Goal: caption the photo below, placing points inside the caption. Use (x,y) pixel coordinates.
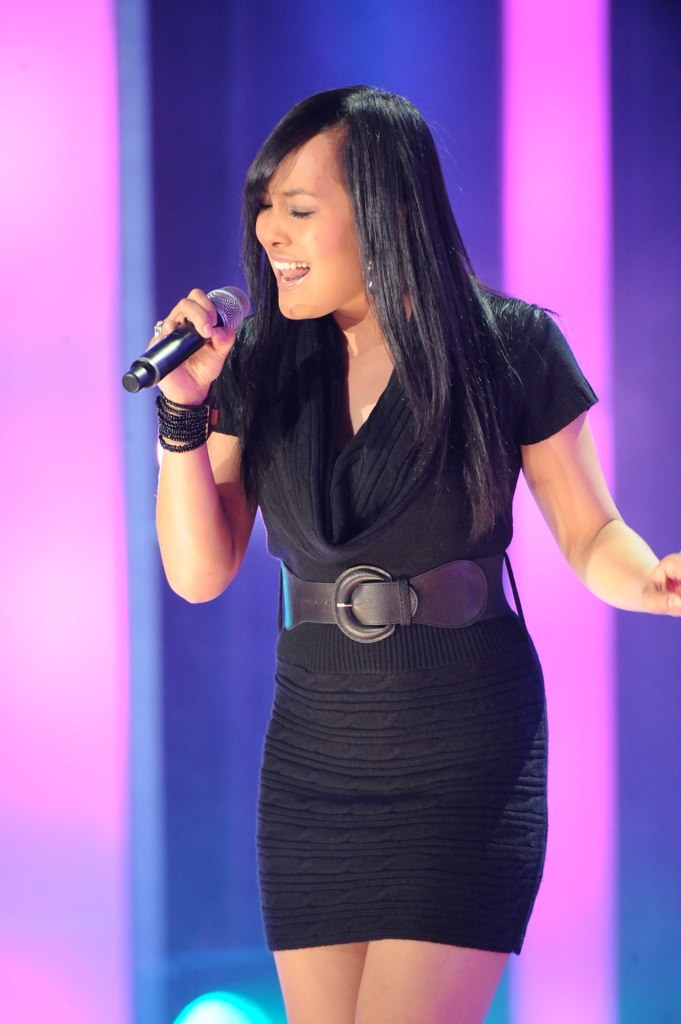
In this image I can see a woman (347,423) is holding a mic (186,347). She is singing. She is wearing a black dress (371,687). At the back side (526,83) there is a blue and pink color background (566,193).
